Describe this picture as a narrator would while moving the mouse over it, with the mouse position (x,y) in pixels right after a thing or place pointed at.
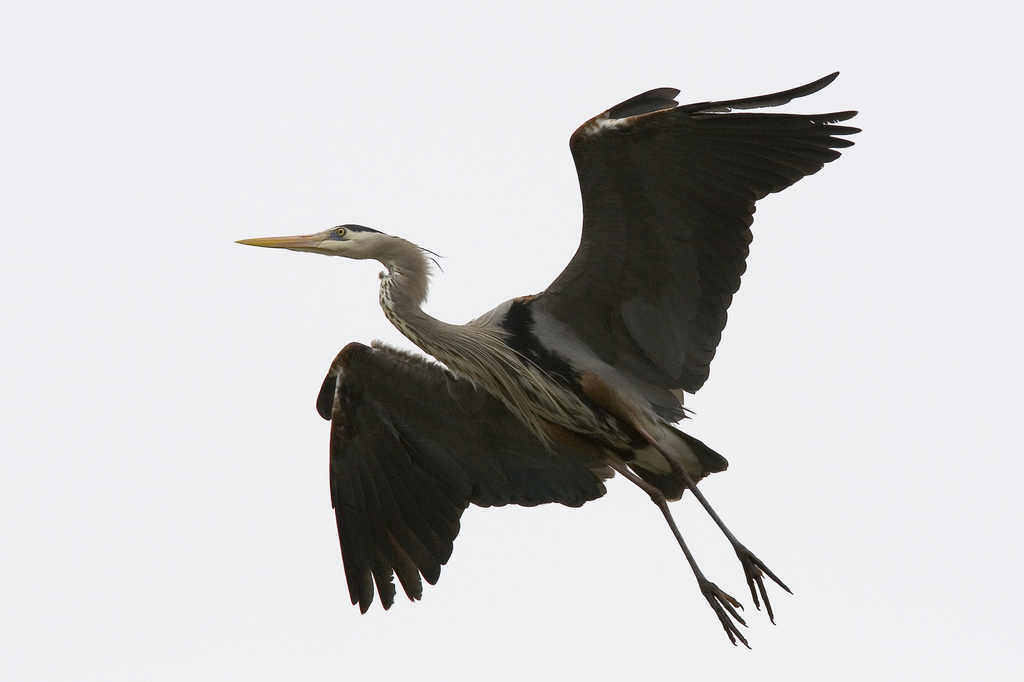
In this picture we can see heron (631,249) which is flying. On the back (972,134) we can see sky (841,400) and clouds (806,377).
